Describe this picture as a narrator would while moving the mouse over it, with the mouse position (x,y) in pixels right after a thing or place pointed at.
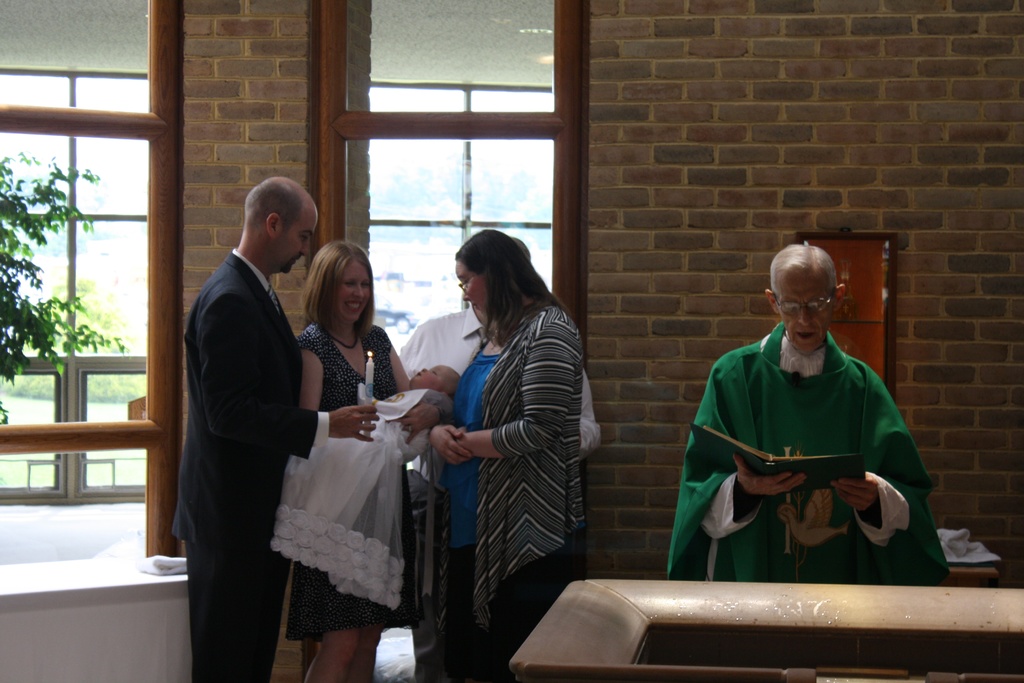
In this picture we can see a group of people (234,667) and one person (220,592) is holding a candle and another person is holding a book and in the background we can see a wall (1020,238), windows (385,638), trees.
